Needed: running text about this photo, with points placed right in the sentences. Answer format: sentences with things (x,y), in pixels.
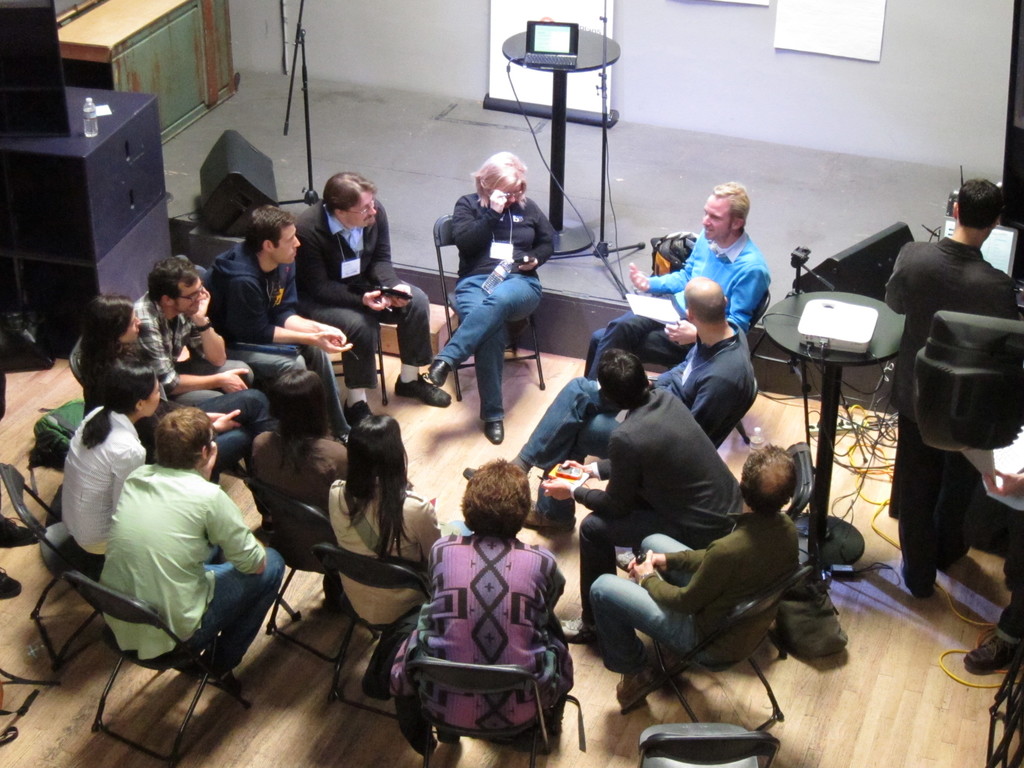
In this picture there are many people (471,267) sitting on the chairs (454,270) and interacting with the person (645,341) who is in blue shirt (693,272). In the background (564,47) there are electronic gadgets (574,57) and a mic (604,100). There is also a speaker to the right side of the image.
